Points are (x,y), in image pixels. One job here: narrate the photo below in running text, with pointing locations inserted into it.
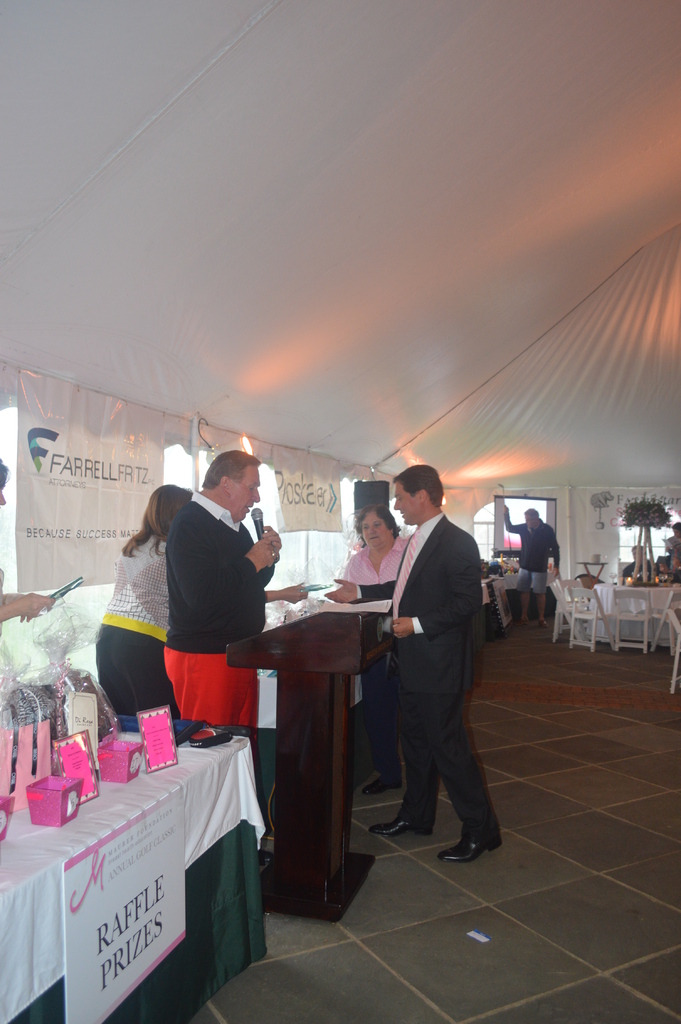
In this image i can see two man (259,577) standing and two woman (376,556) standing, the man (232,614) standing holding a microphone (265,538), at the left there are few boxes (113,775) on a table (108,782) at the top (169,327) there is a tent (175,347) at the back ground (76,450) there is a banner (49,485).
